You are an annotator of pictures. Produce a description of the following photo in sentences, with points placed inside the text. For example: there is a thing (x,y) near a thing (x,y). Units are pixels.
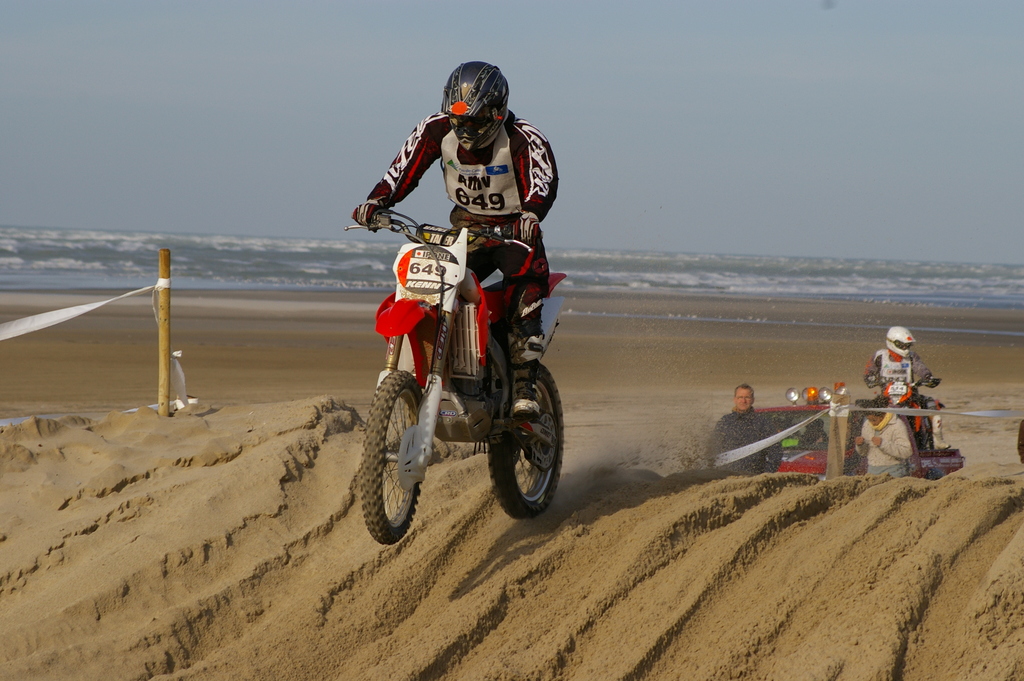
At the bottom of the image (367,534) there is sand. Above the sand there is a person (479,204) sitting on the bike (475,298) and there is a helmet (469,144) on the head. Behind him there are few people (863,424) and also there is vehicle (823,417). On the left side of the image (179,370) there is a wooden pole (167,407) with a white object (67,318). In the background (101,298) there is seashore (203,309) and also there is water (205,273) with waves (206,278). At the top of the image (528,88) there is sky (376,140).
